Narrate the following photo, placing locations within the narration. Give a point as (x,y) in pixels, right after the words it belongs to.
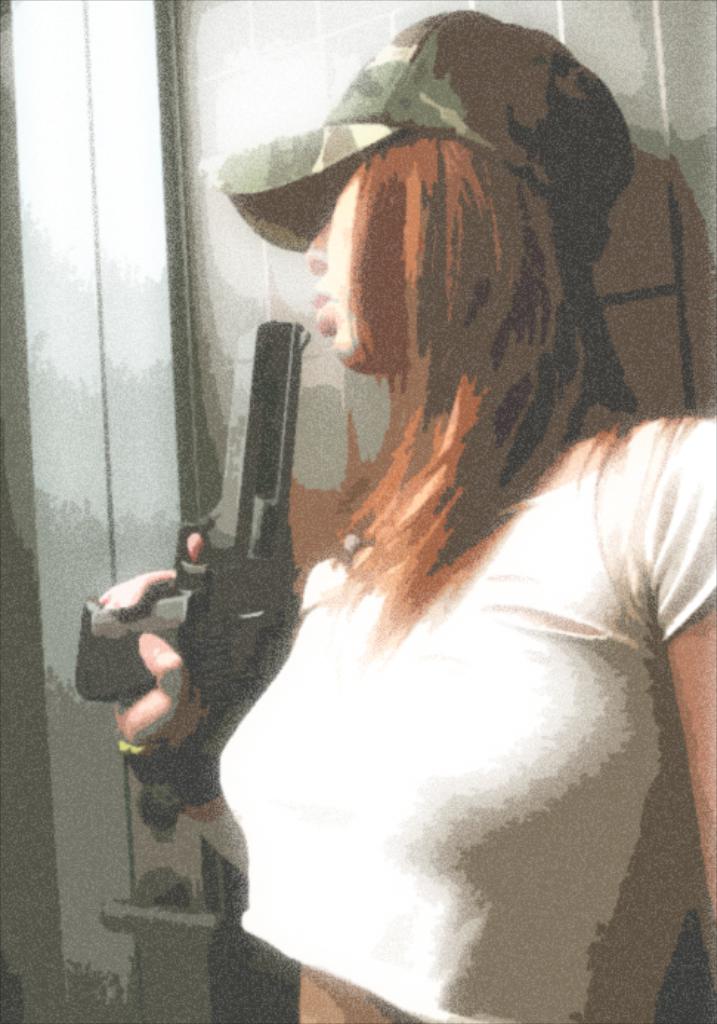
In this picture we can see a woman (416,389), she is holding a gun (257,397).
